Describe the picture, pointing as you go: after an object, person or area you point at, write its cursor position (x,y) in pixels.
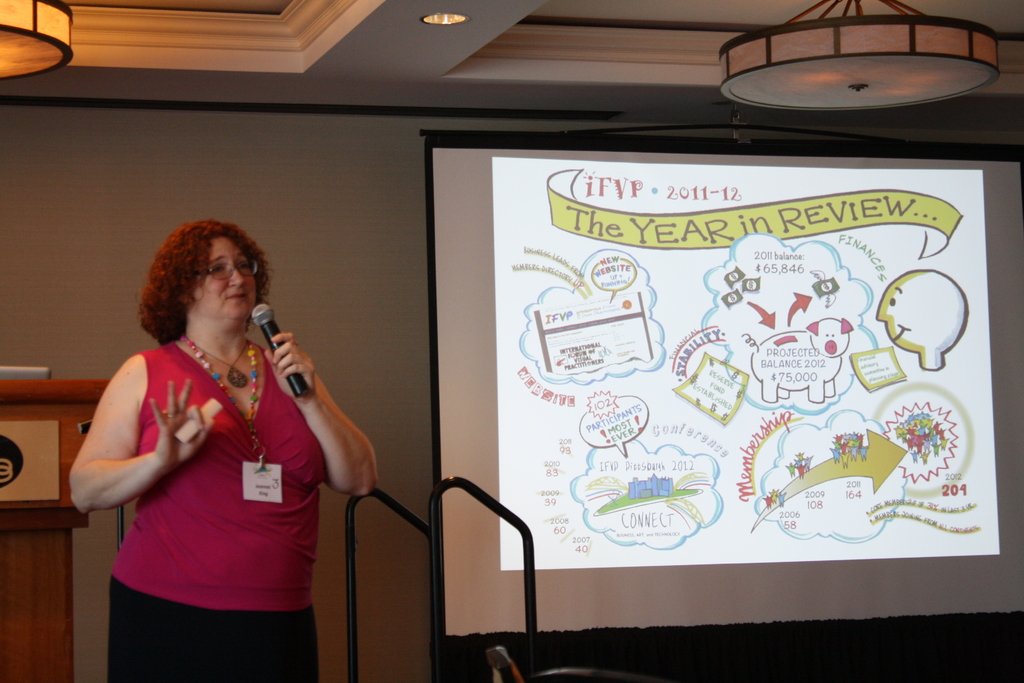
On the left side (268,433), we see a woman (264,461) in the pink and black dress (236,539) is standing. She is wearing the spectacles (232,266). She is holding a microphone (267,336) in one of her hands (207,431) and in the other hand (169,387), she is holding an object (191,427). Behind her, we see a podium (55,417) on which a laptop (30,370) is placed. On the right side (774,418), we see the projector screen (643,480) which is displaying some text (554,493). Beside that, we see the iron rods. In the background (349,243), we see a beige wall (246,191). At the top (294,50), we see the ceiling (523,59) of the room (573,78).
